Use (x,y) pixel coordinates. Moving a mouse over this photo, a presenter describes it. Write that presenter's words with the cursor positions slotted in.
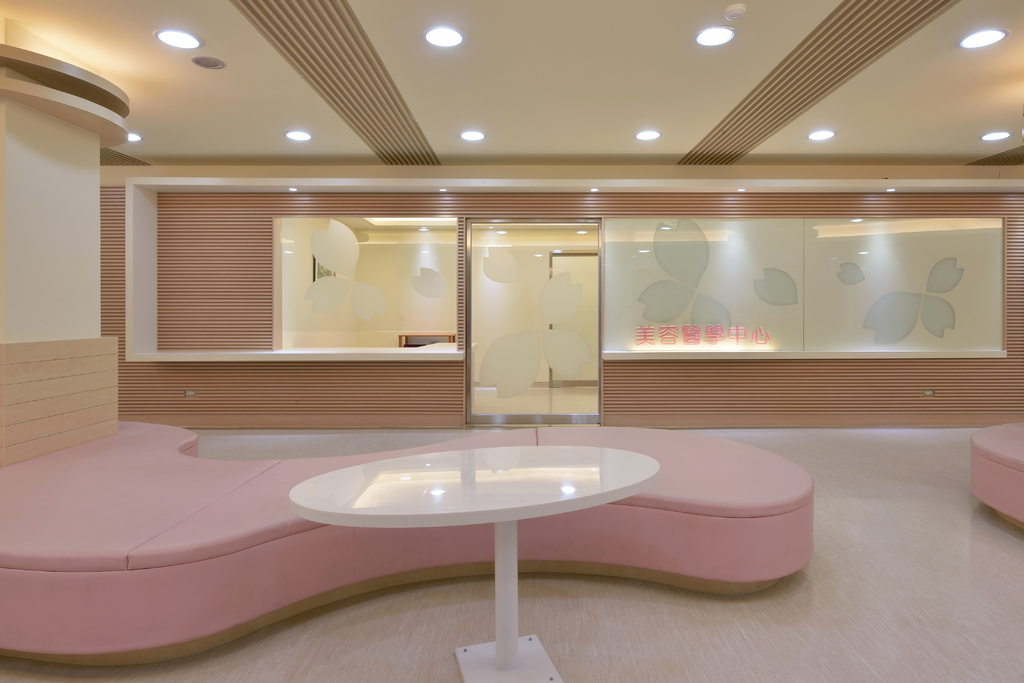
In this image we can see the sofas (438,445), in front of the sofa (128,525) there is a table (496,500). And at the back (195,328) we can see the wall (877,199) with design (221,268) and we can see the windows (338,281) with design (782,283) attached to the wall (263,256). We can see the door (543,286) and at the top (690,103) we can see the ceiling (645,111) with lights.
